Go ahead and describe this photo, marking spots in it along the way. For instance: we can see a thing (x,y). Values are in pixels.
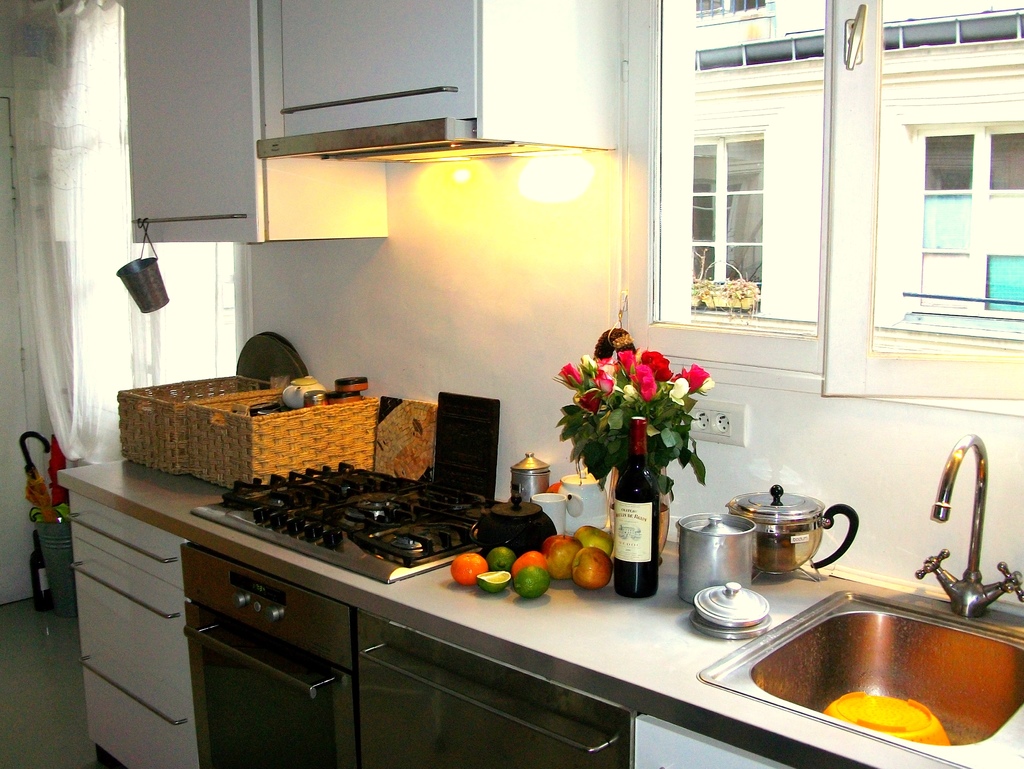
In this image I can see the stove (364,526). To the side of the stove (253,504) I can see the fruits (494,580), wine bottle (618,557), tea pot (507,507), cups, flower vase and many utensils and to the left (211,461) there are baskets (179,468) which are in brown color. These are on the countertop (471,619). To the left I can also see the umbrella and few objects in the basket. I can also see the white curtain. To the right (999,666) there is a sink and the tap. In the background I can see the window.
